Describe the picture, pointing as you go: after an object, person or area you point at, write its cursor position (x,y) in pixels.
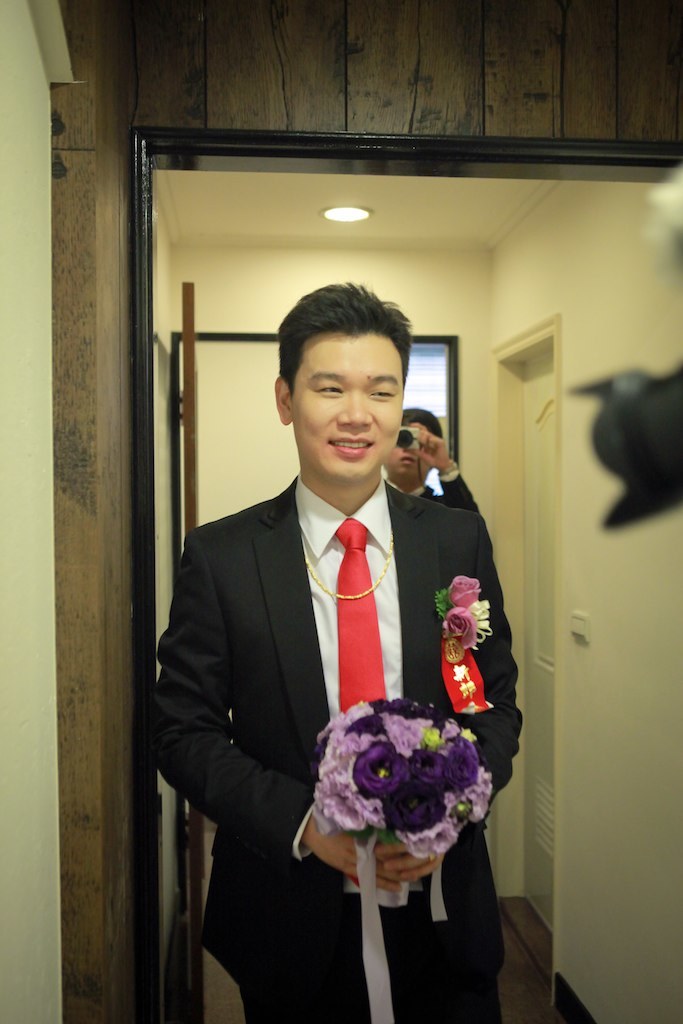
This picture seems to be clicked inside the room (170,573). In the foreground (375,672) we can see a man (369,583) wearing suit (438,650), smiling, holding a bouquet (381,808) and seems to be standing. On the right corner (647,394) we can see a black color object (627,430) which seems to be the camera (616,451). In the background (571,423) we can see the wall (567,278), roof (417,215), ceiling lights (359,215), doors (526,571) and the window (428,369) and we can see a person (432,455) standing and holding some object (409,438).
